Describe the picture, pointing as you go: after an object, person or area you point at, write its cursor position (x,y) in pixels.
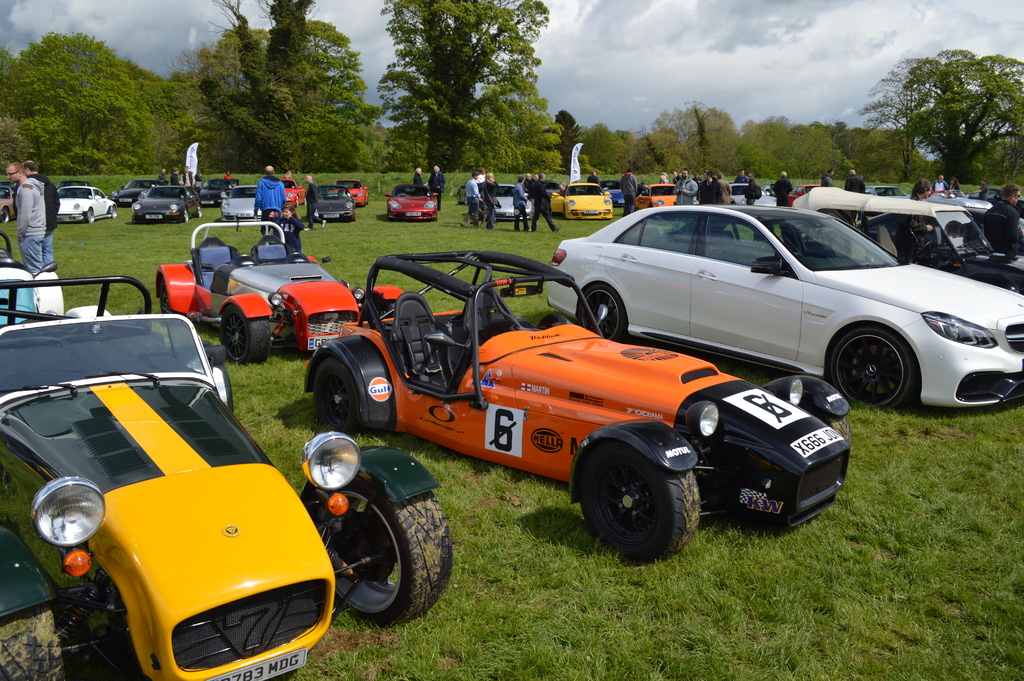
In this image we can see some vehicles (278,339) on the ground (94,292), some people (901,229) are standing, some people (176,181) are walking, few people (627,200) are holding objects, two white banners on the ground (386,182), one object (379,193) looks like a pole (380,194) on the ground (341,234), some trees (820,141) in the background (64,103) and some grass (425,248) on the ground (523,245). At the top (614,62) there is the cloudy sky (614,62).
